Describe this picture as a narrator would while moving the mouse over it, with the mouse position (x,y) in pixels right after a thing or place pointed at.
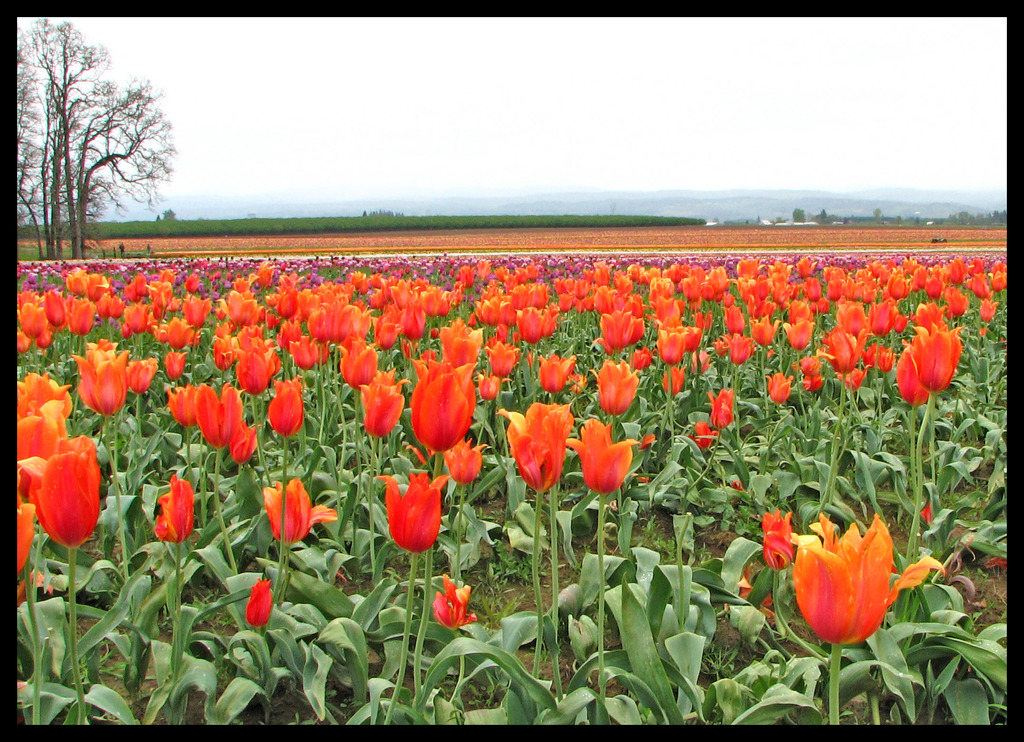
In the image I can see some tulip flowers (450,440) and behind there are some mountains (362,204) and some trees (22,178) and plants (146,227).
